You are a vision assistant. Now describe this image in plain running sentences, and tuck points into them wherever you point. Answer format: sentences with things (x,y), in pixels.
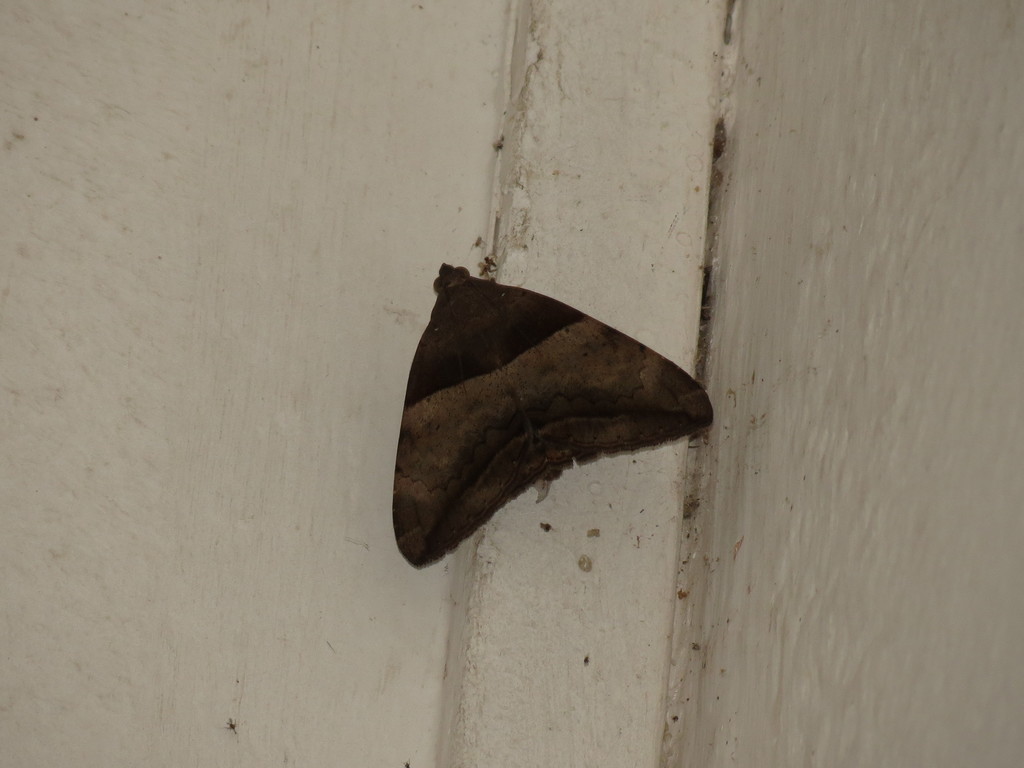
In the center of the picture (477,486) we can see an insect (453,326) on a wall (455,209). The wall (429,222) is painted white.
